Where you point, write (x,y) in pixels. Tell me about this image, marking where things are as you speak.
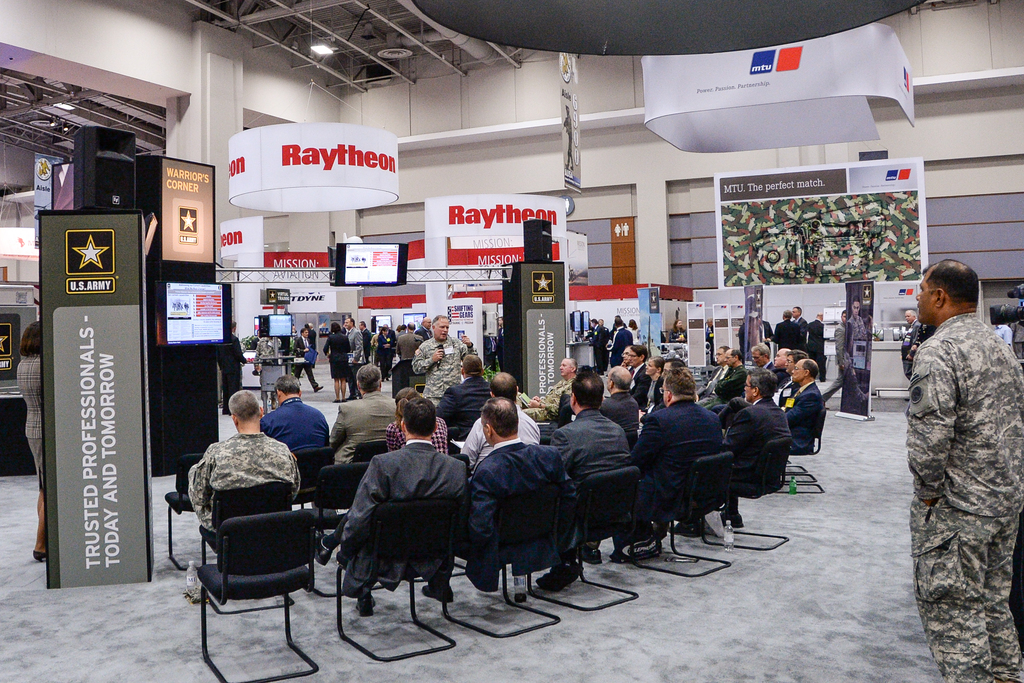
This is a picture in a hall (706,595), the group of people (489,522) are sitting on the chairs (429,543) and the man (442,350) is holding the microphone (439,351) and talking background of them there is a wall (384,117) and a banner (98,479).
